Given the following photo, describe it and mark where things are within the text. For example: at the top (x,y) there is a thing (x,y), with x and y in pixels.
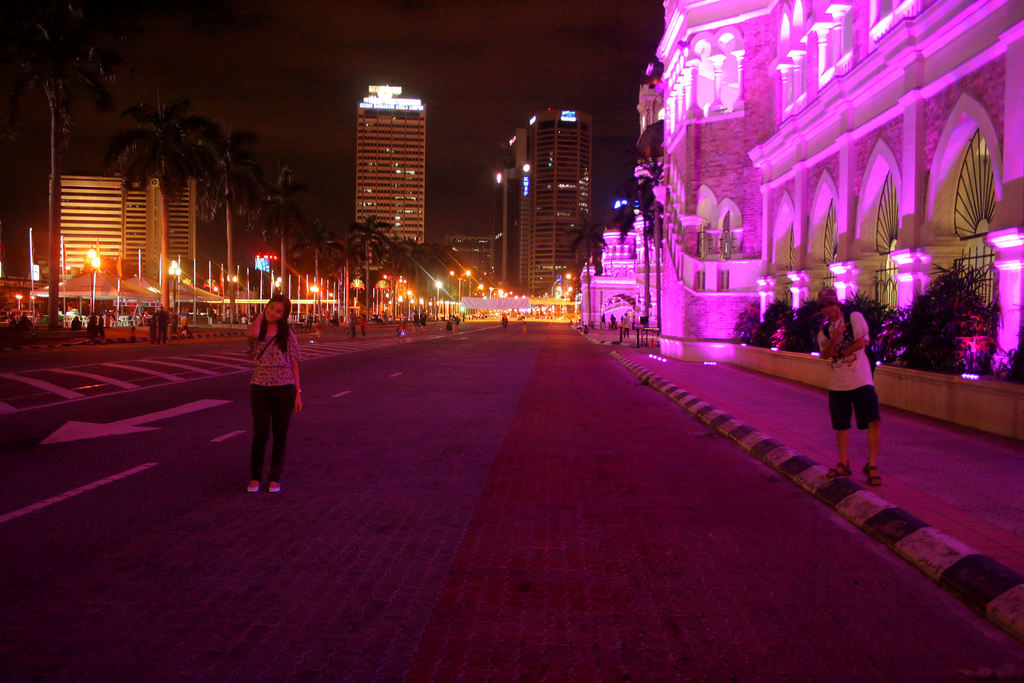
In this image in the center (499,333) there is a road (391,518), on the road (426,526) there are some people (265,344) who are walking and on the right side (857,476) and left side (42,337) there is a footpath (770,395). On the footpath (732,395) there are some persons (864,390), and in the background (106,229) there are some buildings (559,201), trees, poles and street lights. At the top of the image (472,76) there is sky (507,50).
